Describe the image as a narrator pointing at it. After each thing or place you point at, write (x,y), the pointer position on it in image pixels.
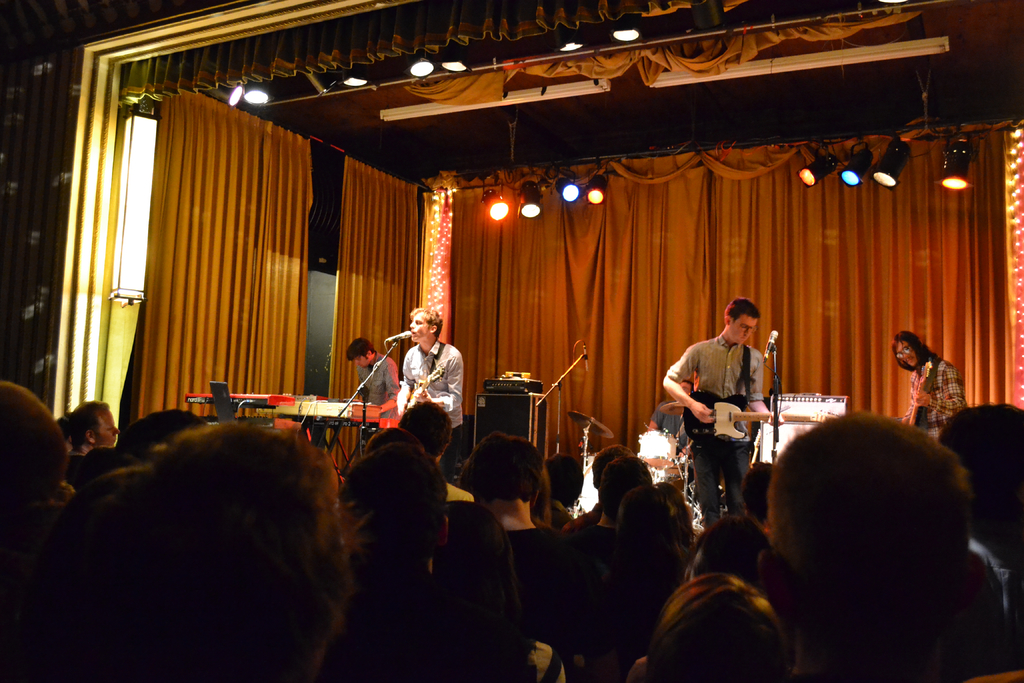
In this picture we can see three persons (725,385) are standing on the stage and playing guitar (419,386). And these are the people (565,561) who are listening to them. And in the background (713,277) there is a curtain (775,315) and these are the lights (1012,207).
